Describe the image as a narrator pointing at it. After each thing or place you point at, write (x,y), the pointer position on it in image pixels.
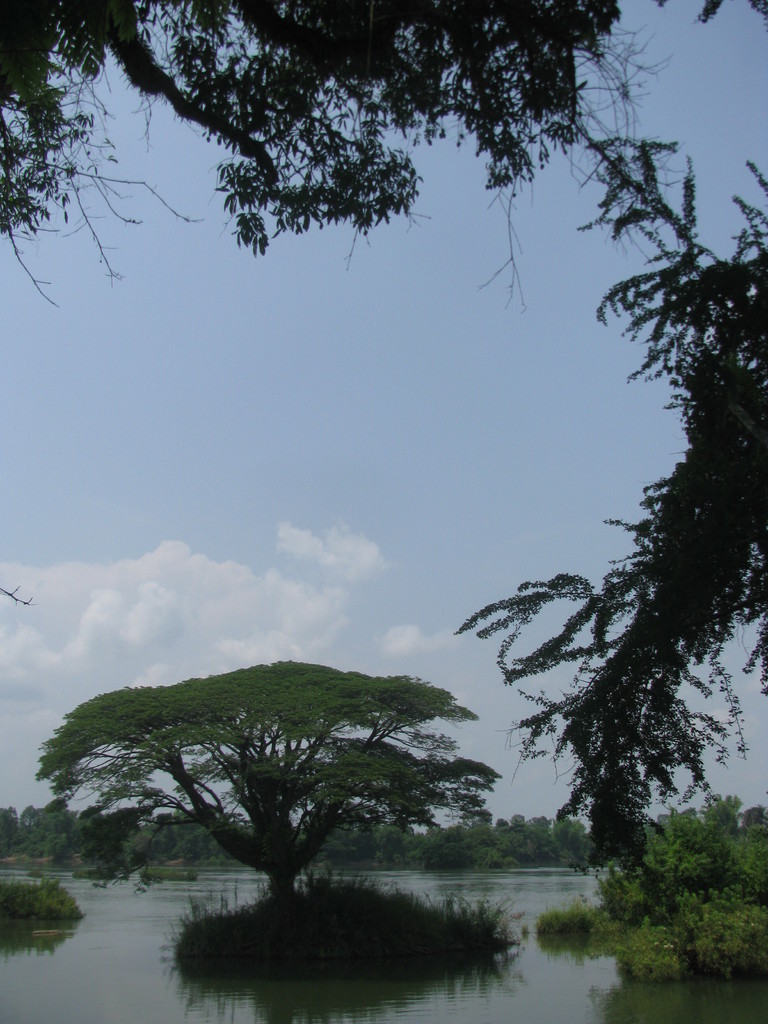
In this image I can see few trees (311,823) on the water (353,1000). In the back (460,860) I can see many trees (57,848), clouds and the blue sky (369,376).
